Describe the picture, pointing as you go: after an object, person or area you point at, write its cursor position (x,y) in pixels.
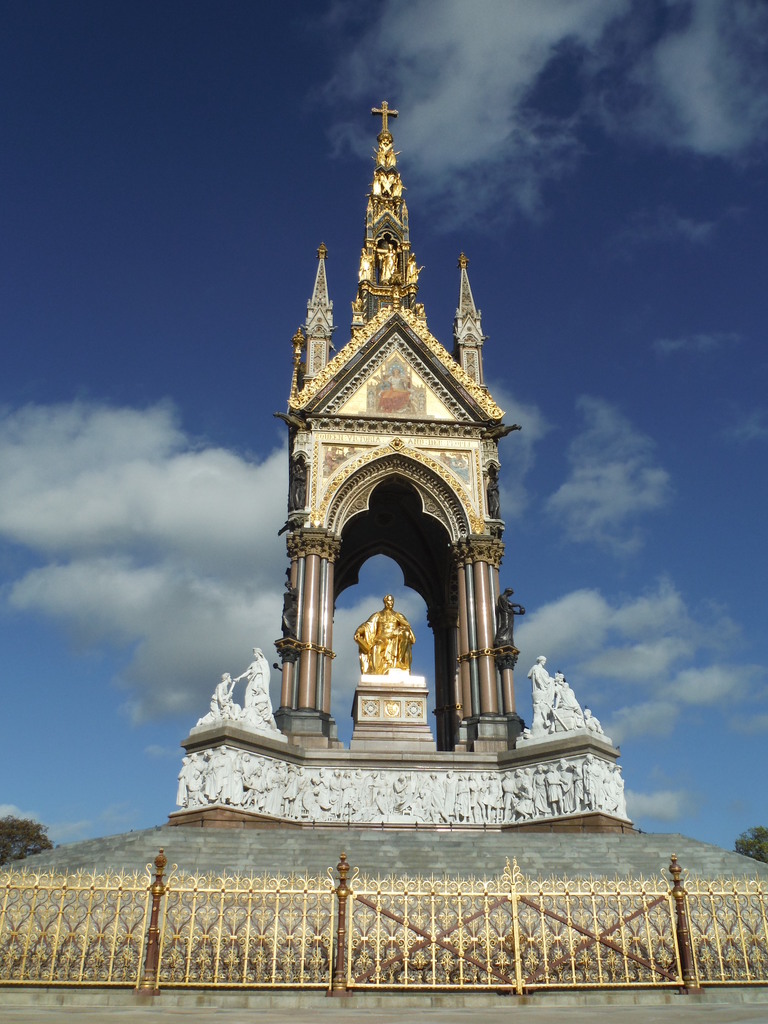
In this image there is an arch (386,438) in the middle (363,429). In the arch (386,417) there is a statue (380,634). At the top (376,111) there is a cross symbol (388,134). At the bottom (269,963) there is a fence (295,960). At the top (115,241) there is the sky (115,241). There are sculptures (250,704) around the arch (389,532).
